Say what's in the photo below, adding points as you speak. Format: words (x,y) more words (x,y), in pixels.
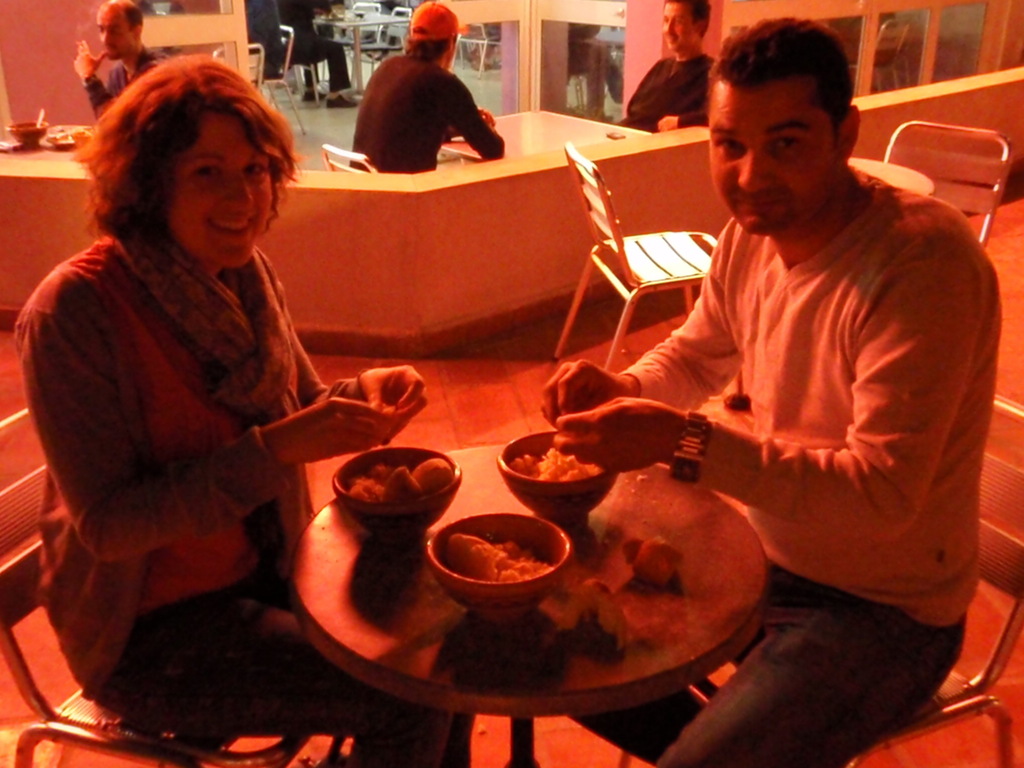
In this image i can see a woman (185,376) and a man (830,451) sitting on chairs (1004,742) in front of a table (539,660), On the table (522,640) i can see 3 bowls (531,493) with food items (425,479) in them. In the background (29,78) i can see few empty chairs (921,166), three persons (401,120) sitting on chairs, a table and a wall (59,38).
